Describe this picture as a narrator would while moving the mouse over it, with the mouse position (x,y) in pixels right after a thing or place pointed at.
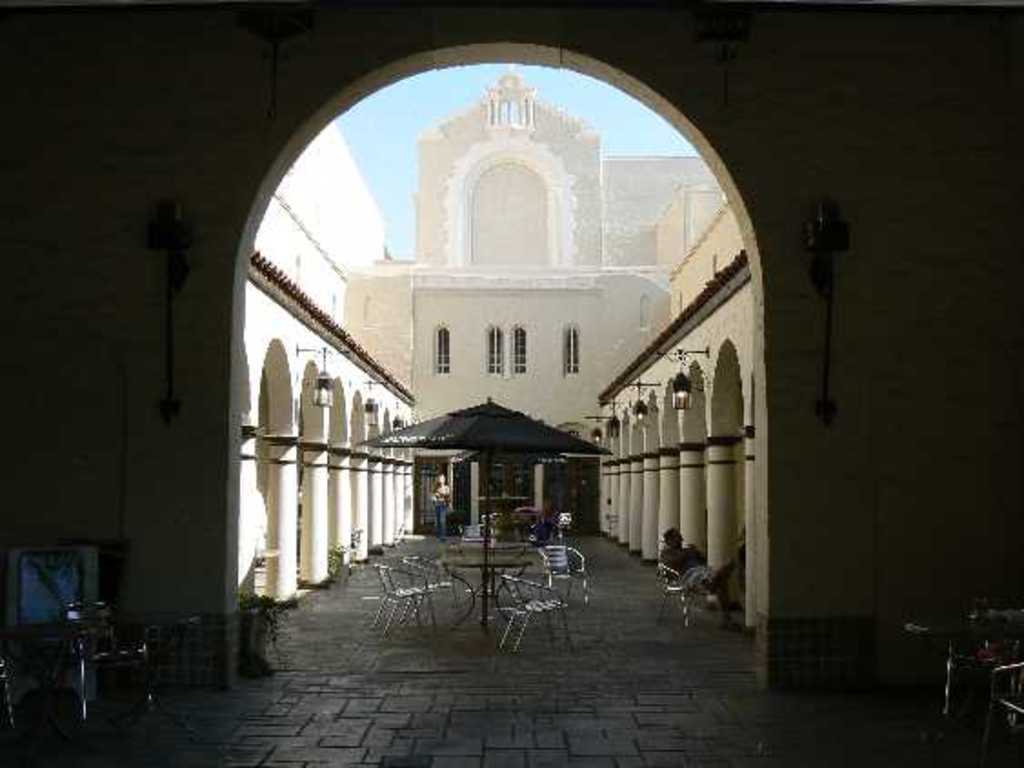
In this image I can see few chairs (578,577) in-front of the table (479,556). The table (498,565) is under the umbrella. I can see few people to the side of these chairs (558,549). And I can see few pillars (357,523) to the side and there are lamps (677,389) to it. In the back (519,248) I can see the building (466,236) at the blue sky (430,85).
